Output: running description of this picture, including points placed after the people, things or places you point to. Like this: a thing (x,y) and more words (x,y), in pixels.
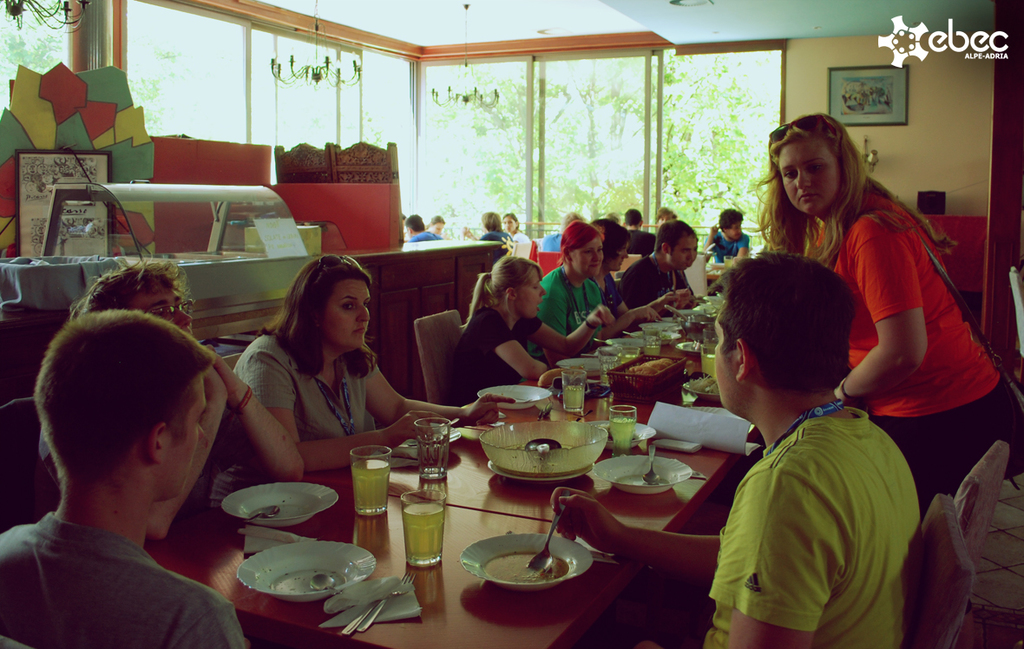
This is a picture taken in a restaurant (506,271). In the picture on the center (650,429) there is a dining table (431,596) and many people (447,407) seated in chairs (434,348) around it, on the table (532,513) there are plates (288,518), bowls (569,444), basket (635,372), glasses (440,442), papers (355,597), spoons (315,582) and many glasses (427,444). On the right (940,101) there is a wall (941,115), on the wall (942,128) there is a frame (836,90). On the left (51,13) there are chandeliers (291,64). In the center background (687,132) there are windows (531,124). On the top (707,11) there is ceiling (612,29).
